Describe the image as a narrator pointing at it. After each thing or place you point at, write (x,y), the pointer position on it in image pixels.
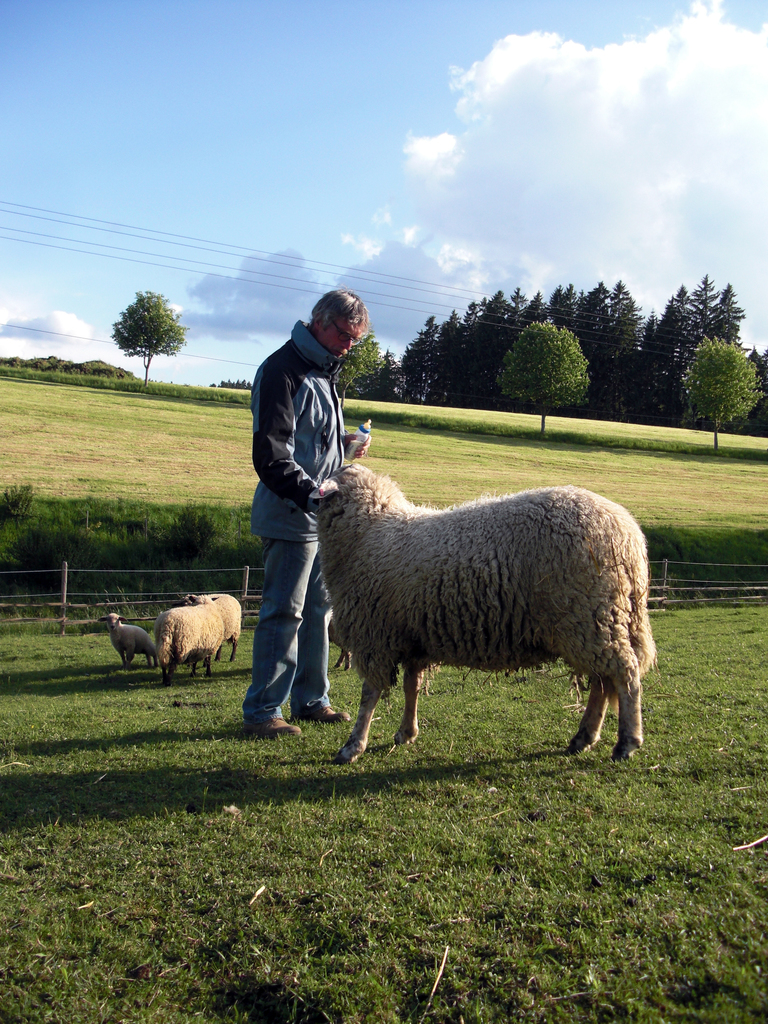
In this image we can see a man (361,452) standing on the ground (440,688) near a sheep (464,511). In the background (63,594) we can see a flock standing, wooden fence (64,604), bushes (50,530), ground (537,447), trees (155,334), cables (162,232) and sky (397,170) with clouds (604,160).
